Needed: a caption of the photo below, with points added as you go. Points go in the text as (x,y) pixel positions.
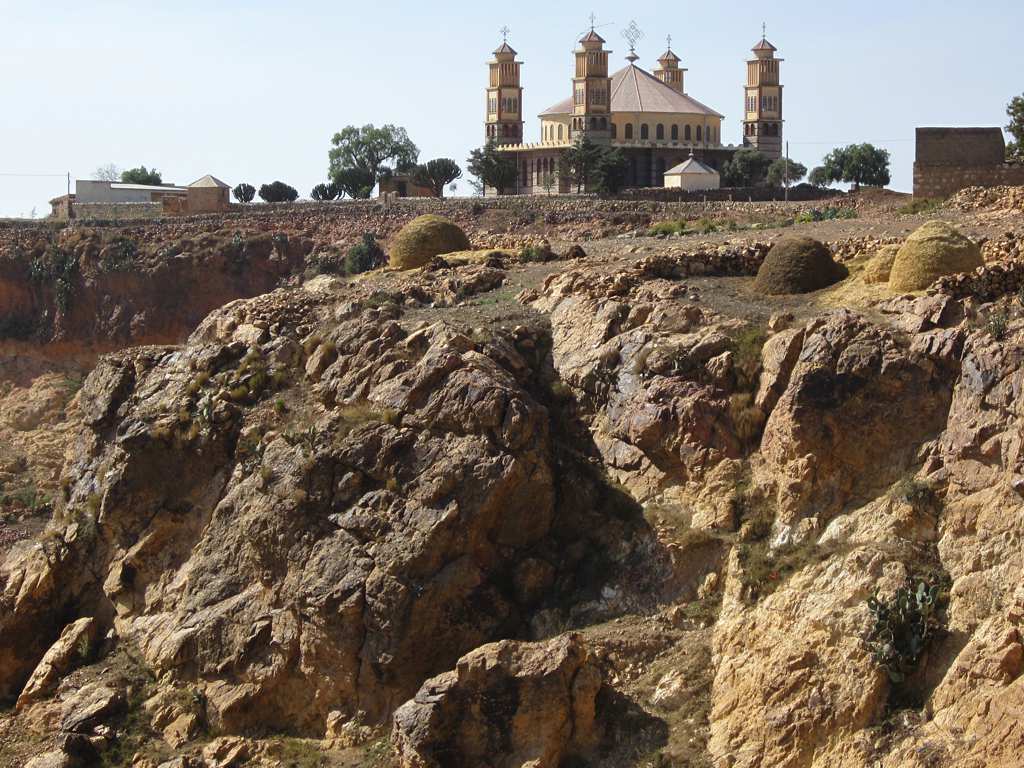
This picture shows a building (556,162) and few houses (958,151) and we see trees (860,146) and a clear sky (449,116) and we see rocks (588,542).
